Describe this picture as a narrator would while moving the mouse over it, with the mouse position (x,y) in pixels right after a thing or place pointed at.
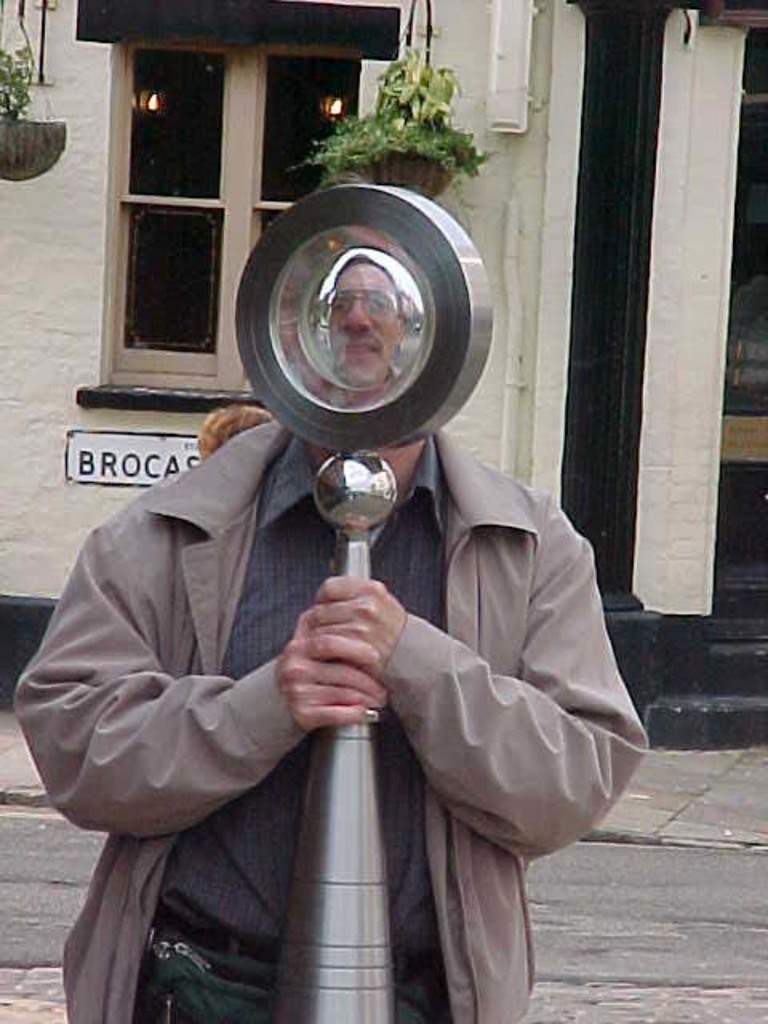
In this image in the foreground (484,552) there is one person (203,526) who is standing and he is holding some stick (366,497), in the background (246,210) there is a building (205,170) and flower pots (42,138), plants (352,148) and a board (131,460). On the board (140,463) there is some text (87,463), at the bottom (662,877) there is a walkway (650,925).
